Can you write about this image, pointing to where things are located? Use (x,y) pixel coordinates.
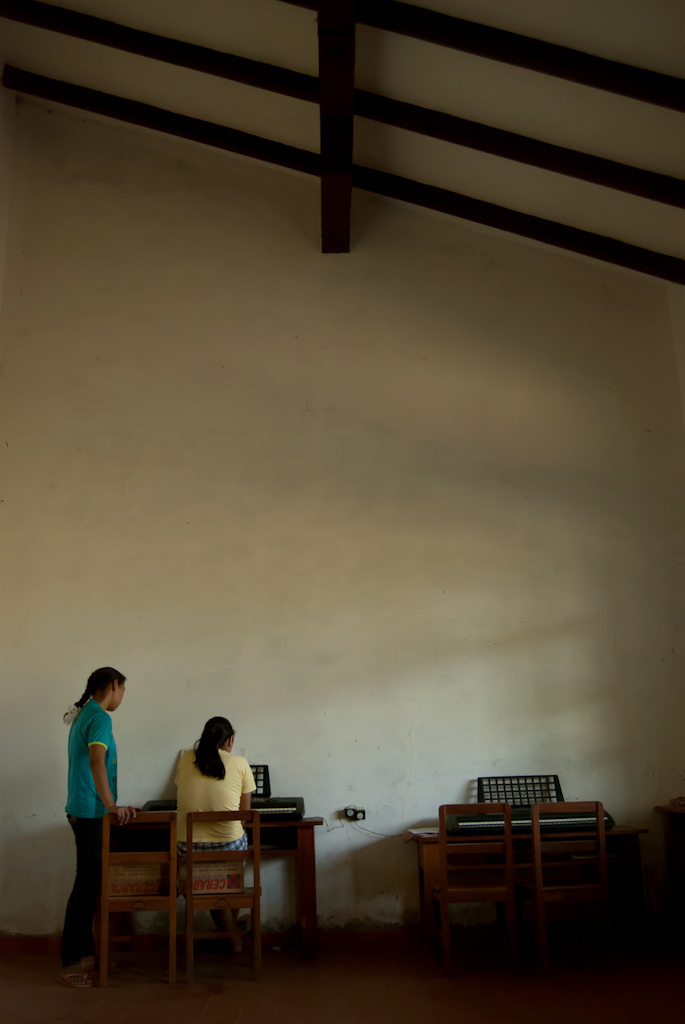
In this image i can see a wall (288,489) and on the center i can see a chair (205,900) and a woman (196,830) sit on the chair (223,854), on the left side (87,771) i can see a woman (77,771) stand on the floor (29,966). and she wearing a green color t-shirt (97,732). and on the right side (510,863) i can see a chair (438,889) and table (420,853), and i can see a switch board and switch cord (383,834) connected to switch board (359,815) and on the top (340,52) i can see a rods (340,45).
